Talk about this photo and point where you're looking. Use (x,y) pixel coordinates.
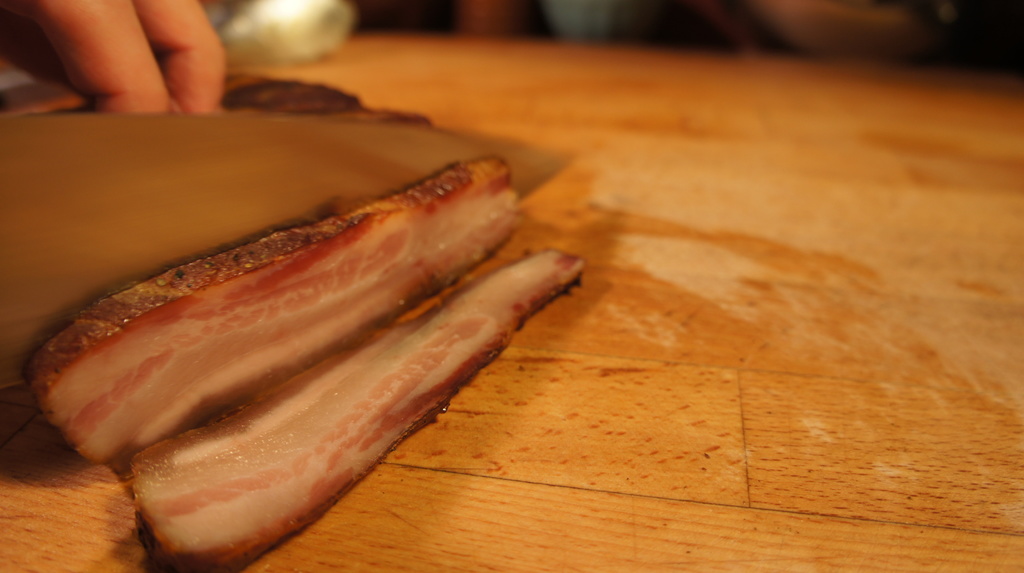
In the foreground of this image (88,376), there is meat (235,299) and a piece (338,392) of it on a wooden surface (622,447). On the top left corner (159,55), there is a person's hand (139,64).
